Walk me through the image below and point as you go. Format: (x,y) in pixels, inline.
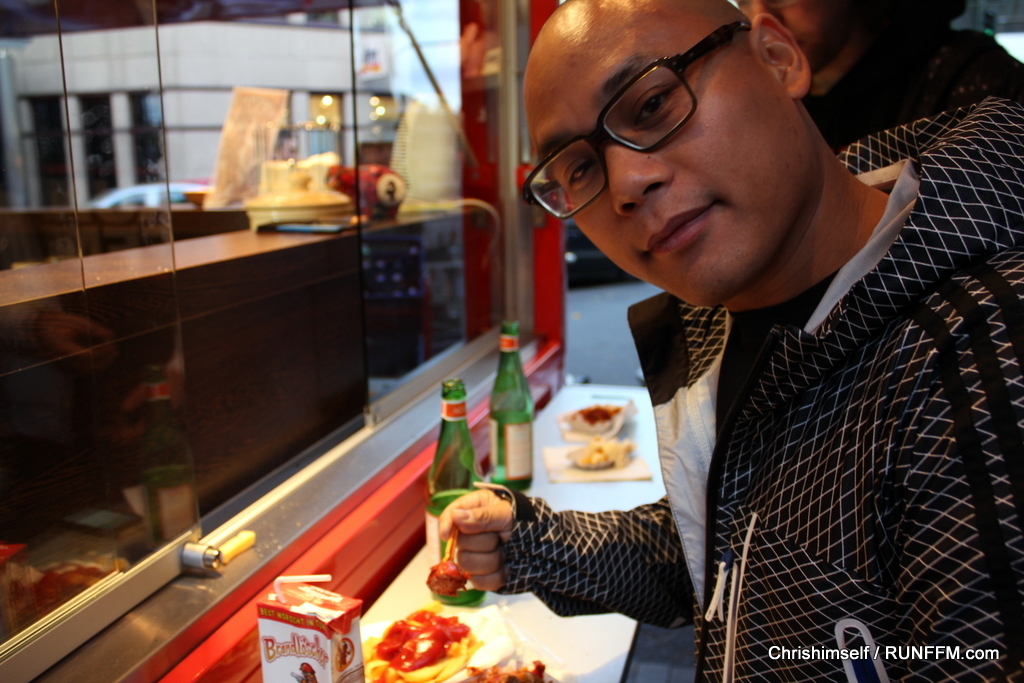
In this image two people (748,491) standing in front of the table (628,444) and on top of the table (514,608) there are food items (375,667), bottles (505,456). At the left side of the image (227,433) there is a glass door (217,462).
